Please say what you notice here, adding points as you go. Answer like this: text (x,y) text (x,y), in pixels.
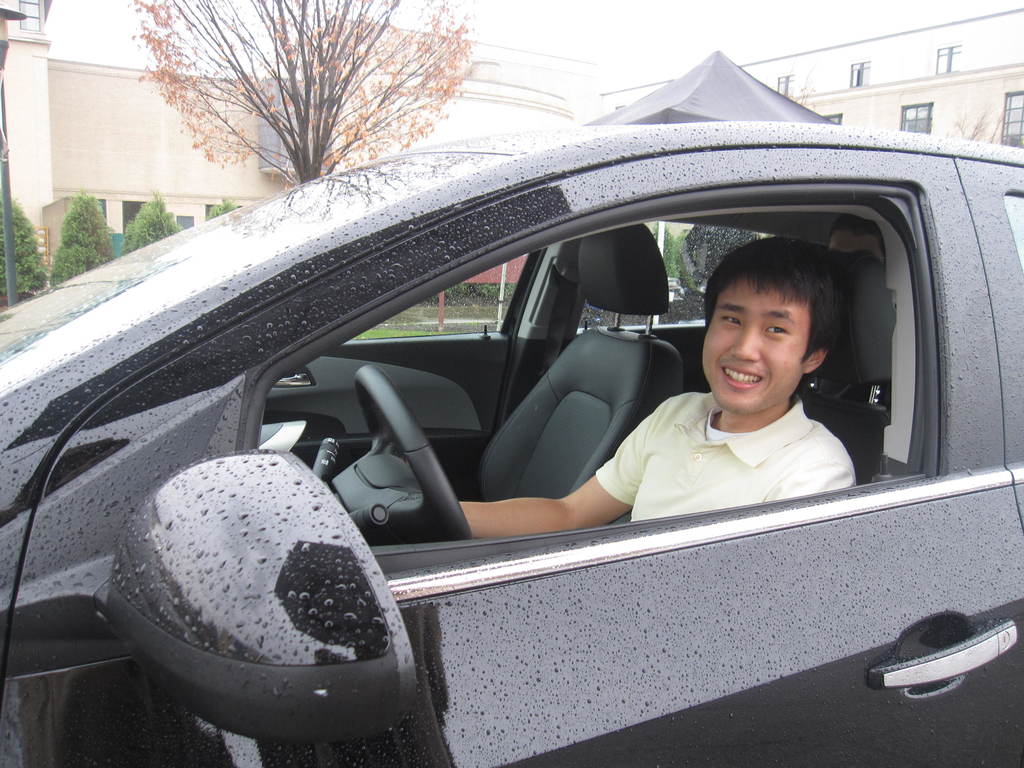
In this image, we can see a person (692,501) is there inside the vehicle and smiling. Here we can see a human head (866,242), steering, handle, seats (859,249) and door (426,278). Background (992,125) there are building (171,163) with walls (216,187) and windows (862,82), poles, board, trees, plants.
